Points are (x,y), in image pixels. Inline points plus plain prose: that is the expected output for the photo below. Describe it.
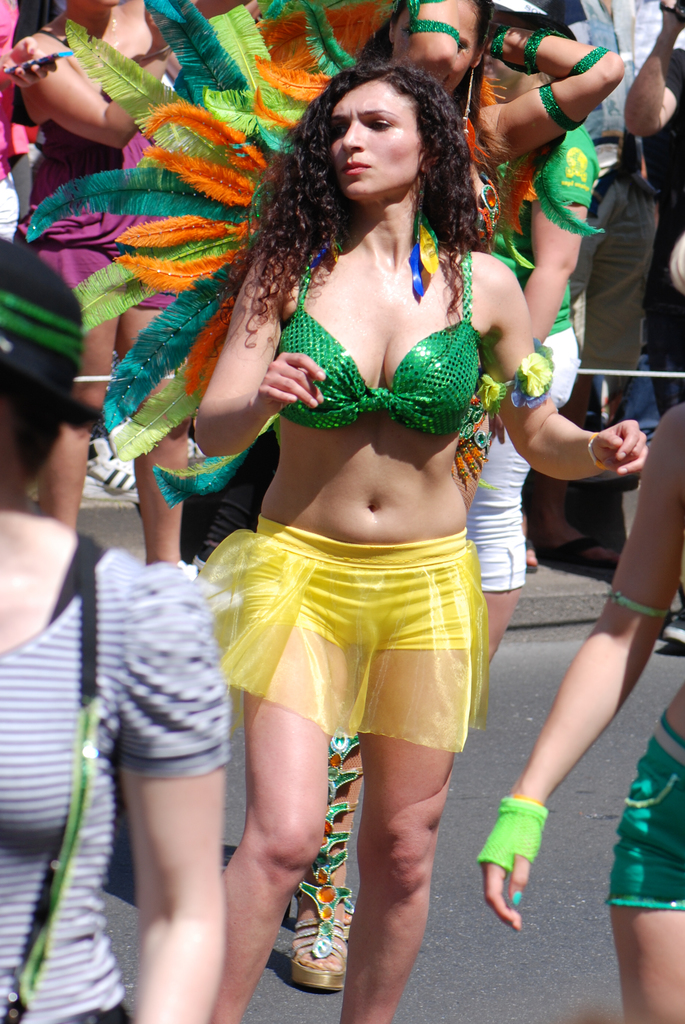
In this image I can see a woman (376,545) is there, behind her there are different colors feathers (222,222).
